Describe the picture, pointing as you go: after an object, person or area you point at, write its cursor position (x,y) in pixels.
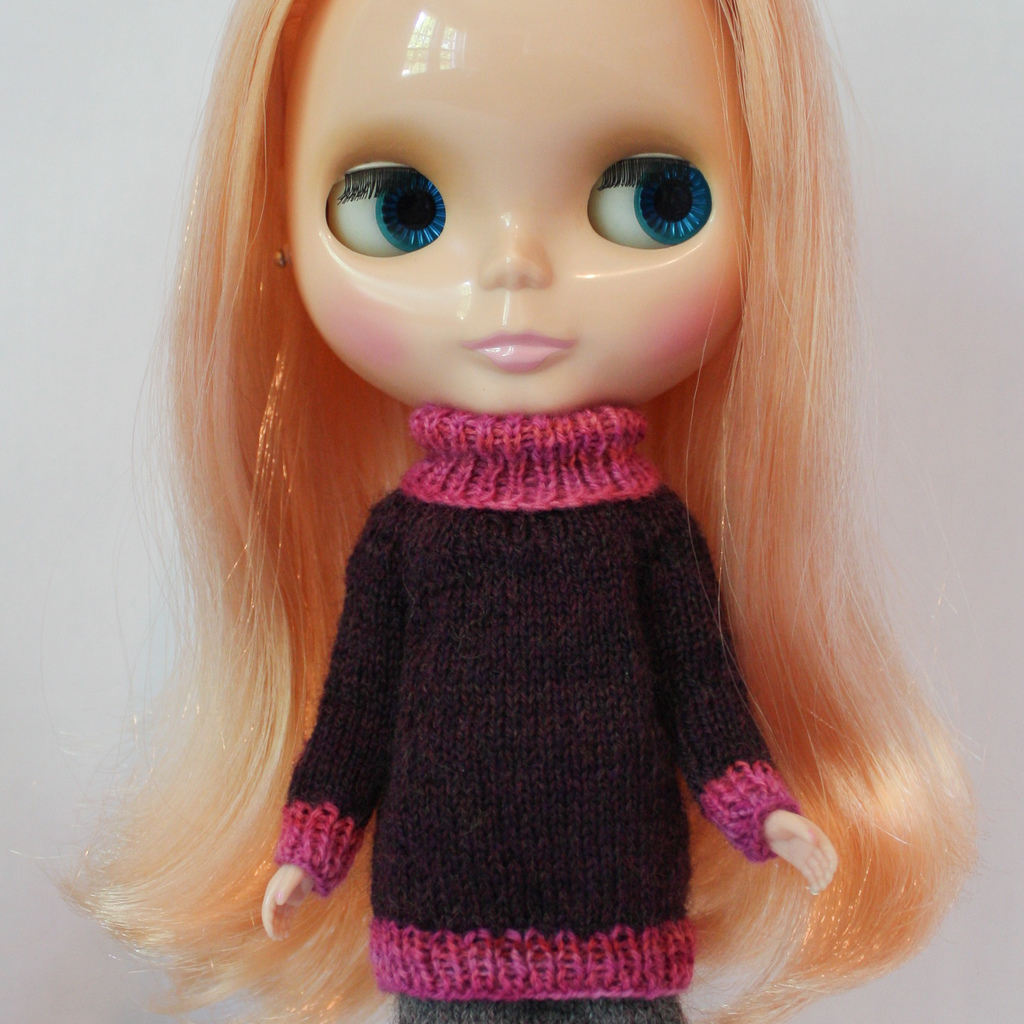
In this image we can see a doll (267,454) here are the eyes (685,216), here is the nose (520,284), at back (902,324) here is the wall (865,403).
